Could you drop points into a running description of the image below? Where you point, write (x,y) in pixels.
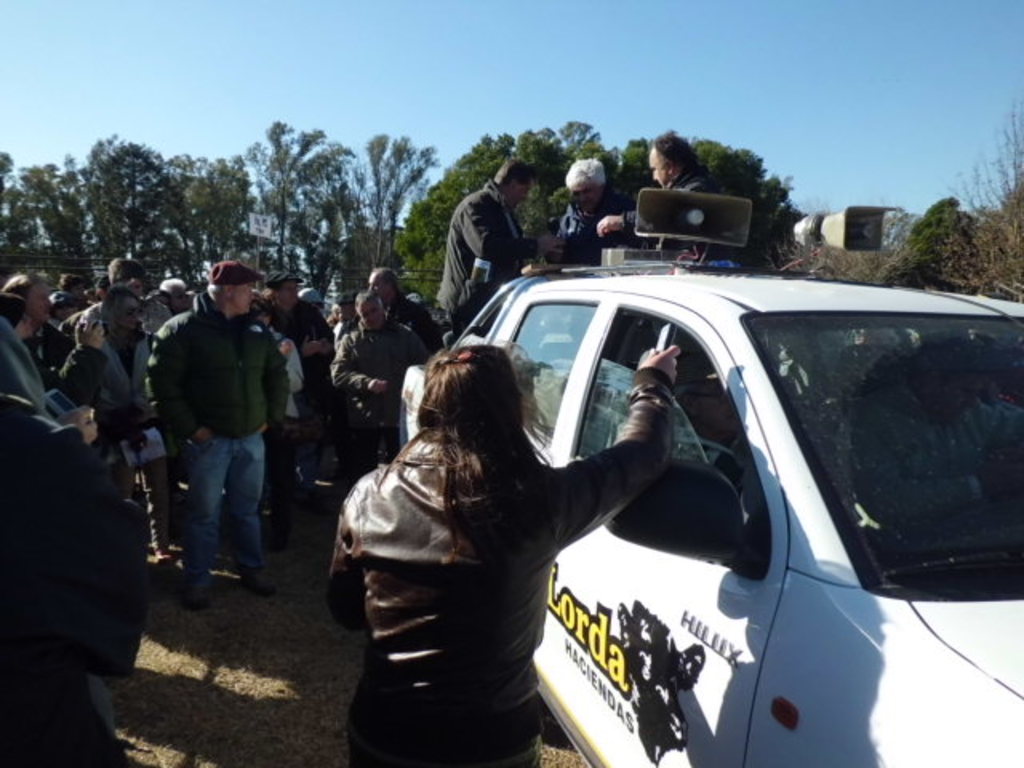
This picture is taken outside. Towards the right (822,372) there is a white vehicle (883,483), besides it there is a woman (433,481) wearing a brown jacket (431,487) is holding a phone (672,342). On the vehicle (556,274) there are three persons (460,313) standing, before them there are two mikes (664,223). Towards the left corner (131,491) there are group of people (29,507) staring at the vehicle (680,379). In the background (236,138) there are group of trees (107,177) and a blue sky (416,48).
